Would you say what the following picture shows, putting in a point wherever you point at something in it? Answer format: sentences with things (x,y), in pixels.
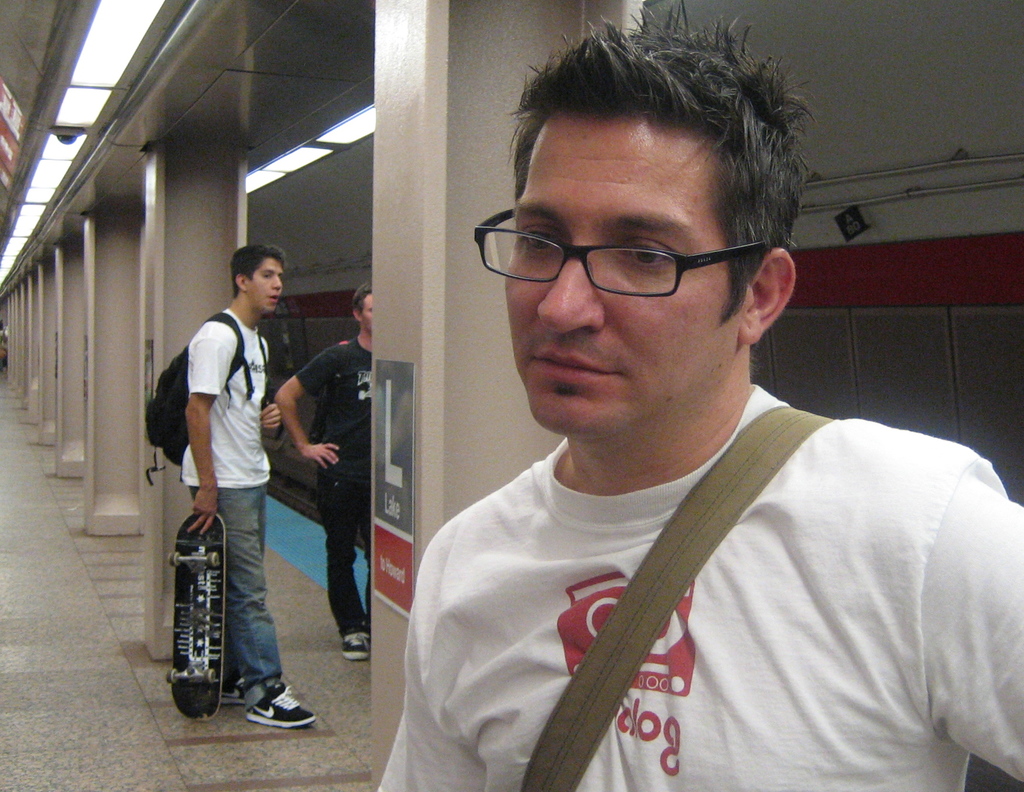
In this image, we can see three people (509,586). Here a person (249,602) is holding a skateboard (190,590) and wearing a backpack (177,378). Background (17,526) we can see pillars (177,177), floor (157,662), glass (281,332), lights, pipes (62,202).
